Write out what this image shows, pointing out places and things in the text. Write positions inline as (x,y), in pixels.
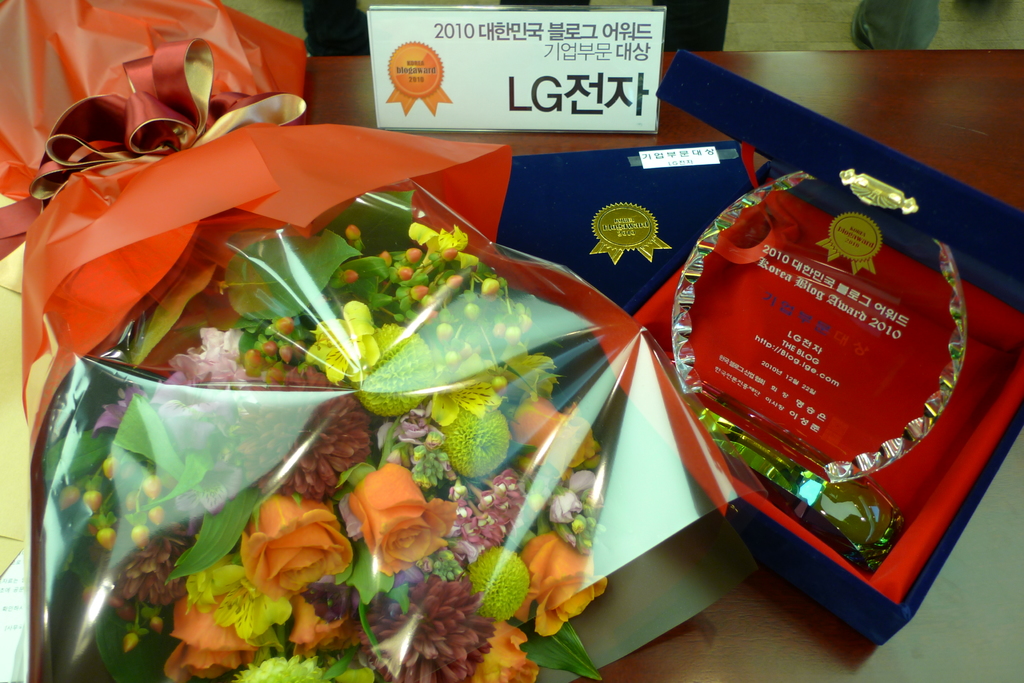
In this image I can see a brown colored table (969,151) and on it I can see a flower bouquet (254,405), a blue colored box (835,581) with an object (832,519) in it and a white colored board (552,69) with something written on it.
